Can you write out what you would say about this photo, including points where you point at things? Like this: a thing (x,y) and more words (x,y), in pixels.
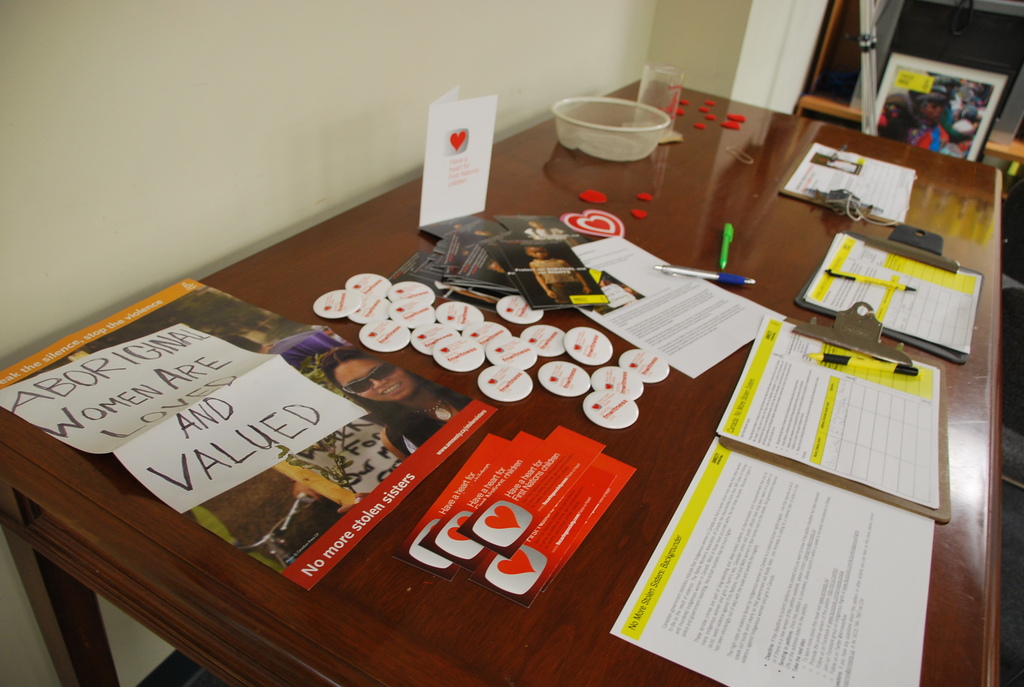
In the picture I can see pads (887,439), pens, badges (643,378), some posters (253,374) and a few more cards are placed on the wooden table (485,432). In the background of the image (760,84) I can see the wall (625,76), some objects (1008,14) and a picture (916,121).
